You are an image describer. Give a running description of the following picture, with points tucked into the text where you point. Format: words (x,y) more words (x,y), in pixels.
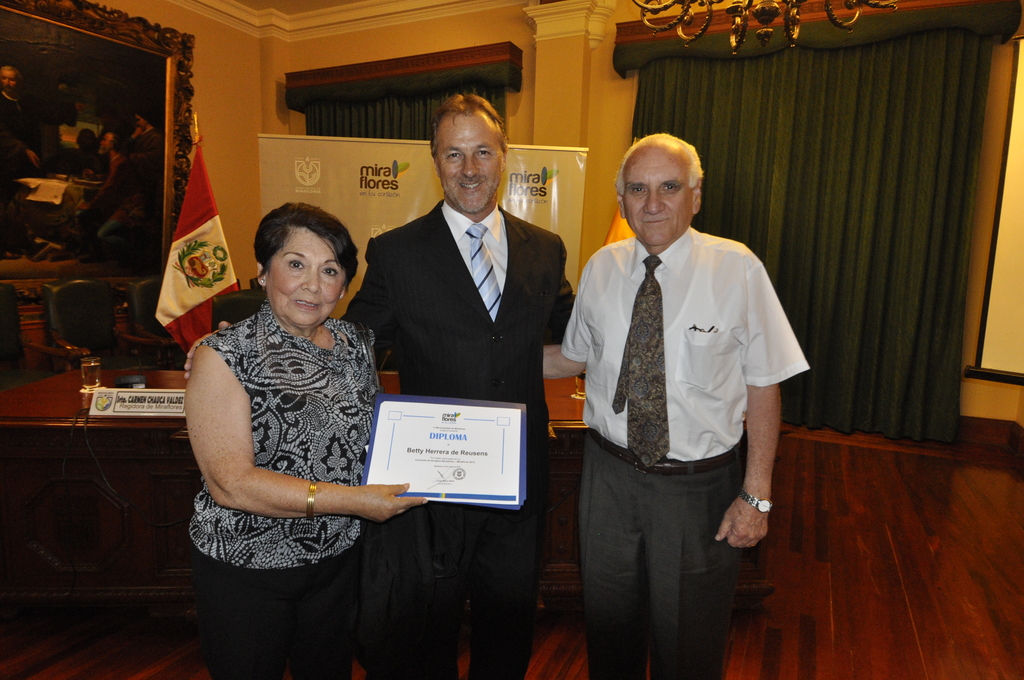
In this picture we can see two men (401,241) and a woman (345,467), she is holding a certificate (468,399), in the background (65,392) we can see a glass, name board (119,407) and other things (125,379) on the table (93,438), and also we can find a flag (190,279), chairs (159,333), curtains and a hoarding (417,172), and also we can see a frame (153,126) on the wall (211,86).
